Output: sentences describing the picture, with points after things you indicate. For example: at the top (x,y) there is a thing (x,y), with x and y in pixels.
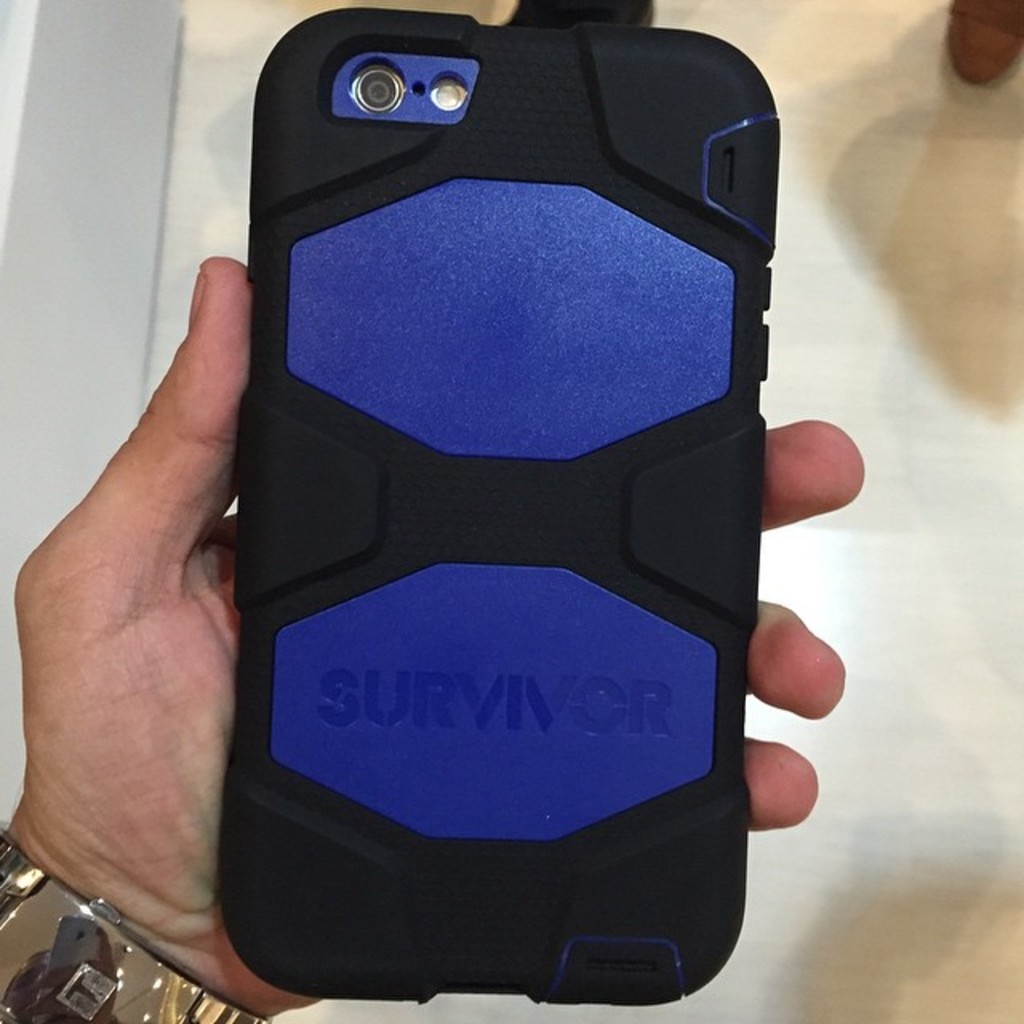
In the center of the image (537,464) we can see a person hand (198,693), mobile (324,712), wrist watch (96,953) are there. In the background of the image (872,81) floor (236,201) is there. On the left side of the image (70,153) wall (33,166) is there. At the top right corner (947,21) shoe (960,56) is there.
